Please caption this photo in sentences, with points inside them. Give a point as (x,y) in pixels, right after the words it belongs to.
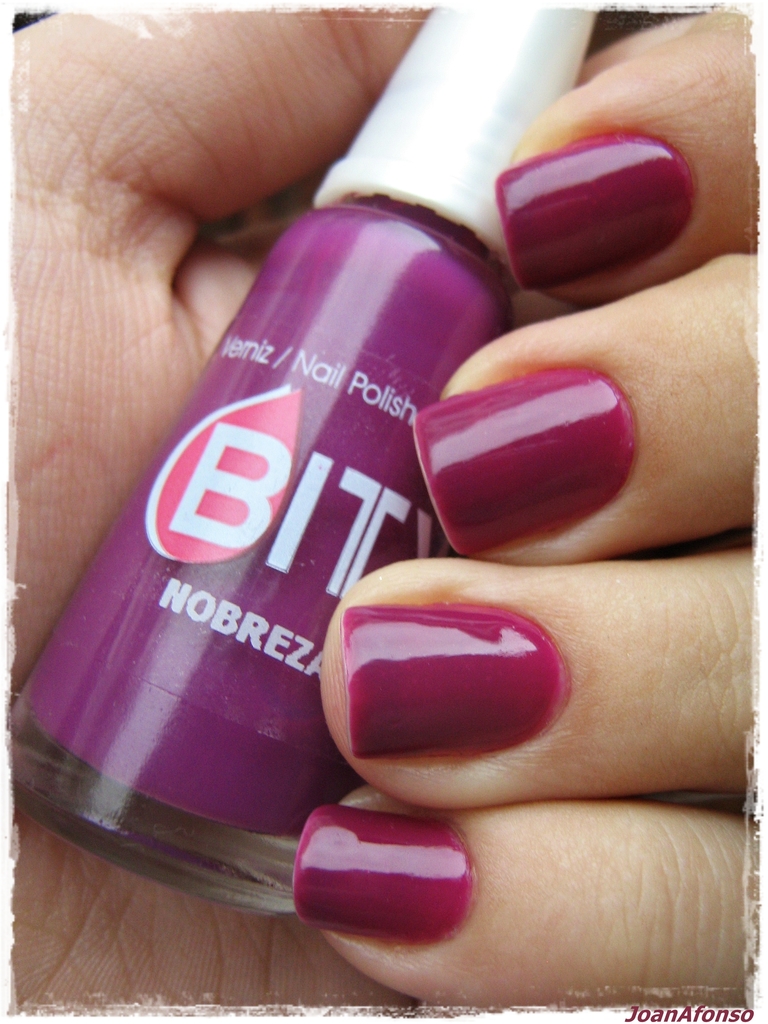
It is a purple color nail polish bottle (287,490), these are the human fingers (495,372) which are nail polishes (375,738).
